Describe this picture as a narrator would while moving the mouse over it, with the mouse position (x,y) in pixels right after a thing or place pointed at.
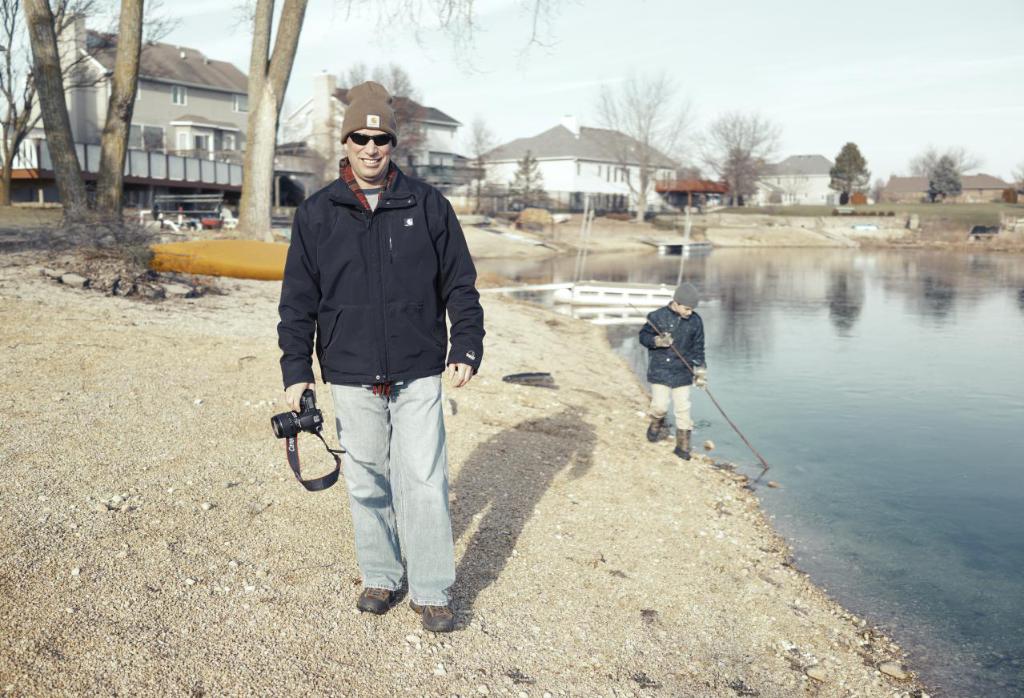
In this image a man (377,362) holding camera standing on floor (336,488) in the foreground (329,409) and there is a child (655,361) standing in front of the lake (754,418) and the lake (762,331) visible on the right side (1009,366) and in the middle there are trees (259,135), houses (288,139) visible, at the top (470,45) there is the sky (388,62) visible.
